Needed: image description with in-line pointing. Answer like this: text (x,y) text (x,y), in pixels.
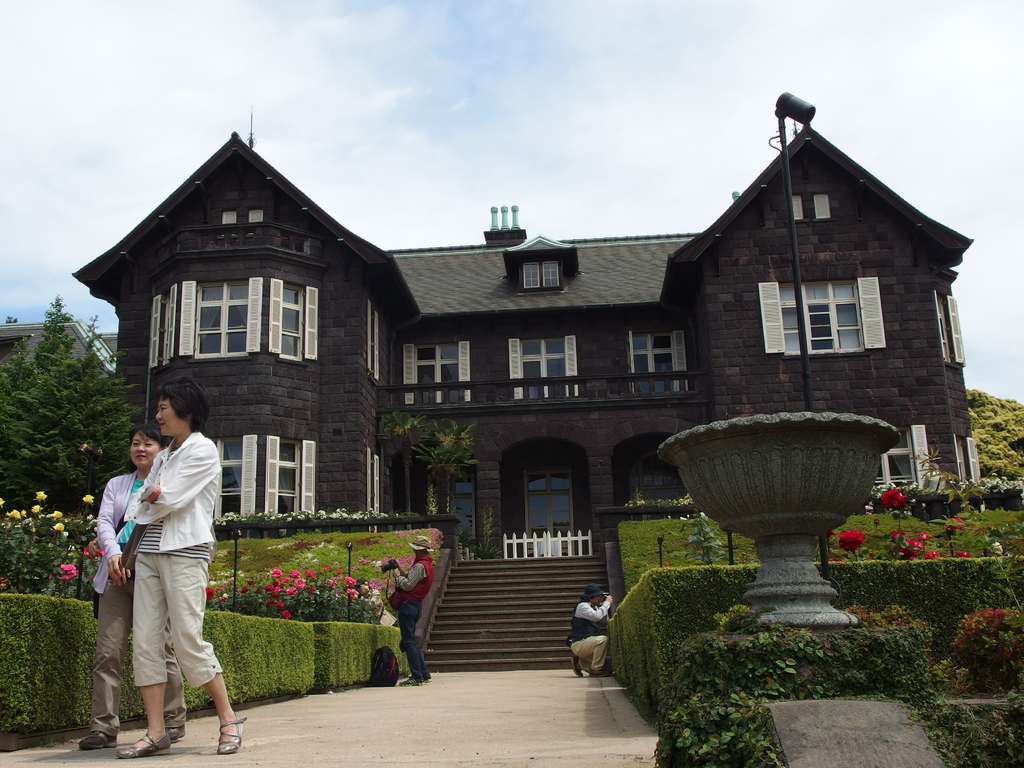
There is a big house (451,411) and in front of the house (590,435) there is a beautiful garden (676,556) and two photographers (578,654) are capturing the pictures of the garden (655,590) and two women (123,627) are walking on the path (239,761) in between the garden (358,645).
